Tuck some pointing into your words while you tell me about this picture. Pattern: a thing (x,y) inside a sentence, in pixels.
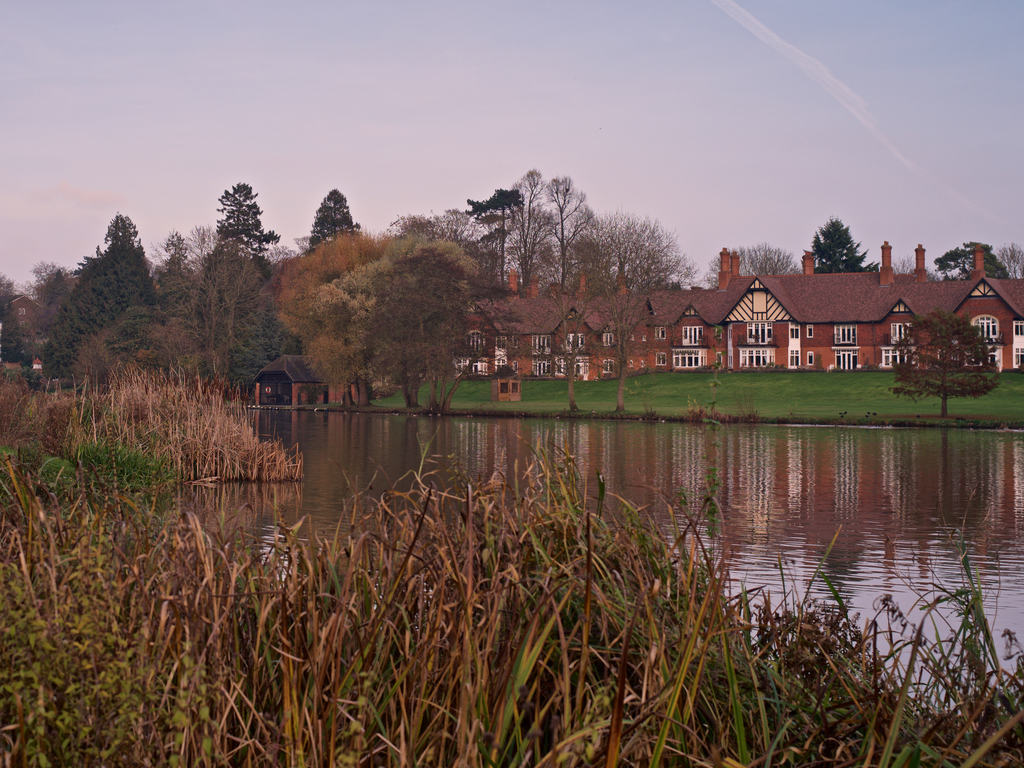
This image consists of plants (565,669). In the background (657,314), there are houses (670,309) along with trees (300,266). At the bottom (84,550), there is green grass (619,724). In the middle (655,456), there is water (642,456). To the top (72,133), there is sky (94,91).
